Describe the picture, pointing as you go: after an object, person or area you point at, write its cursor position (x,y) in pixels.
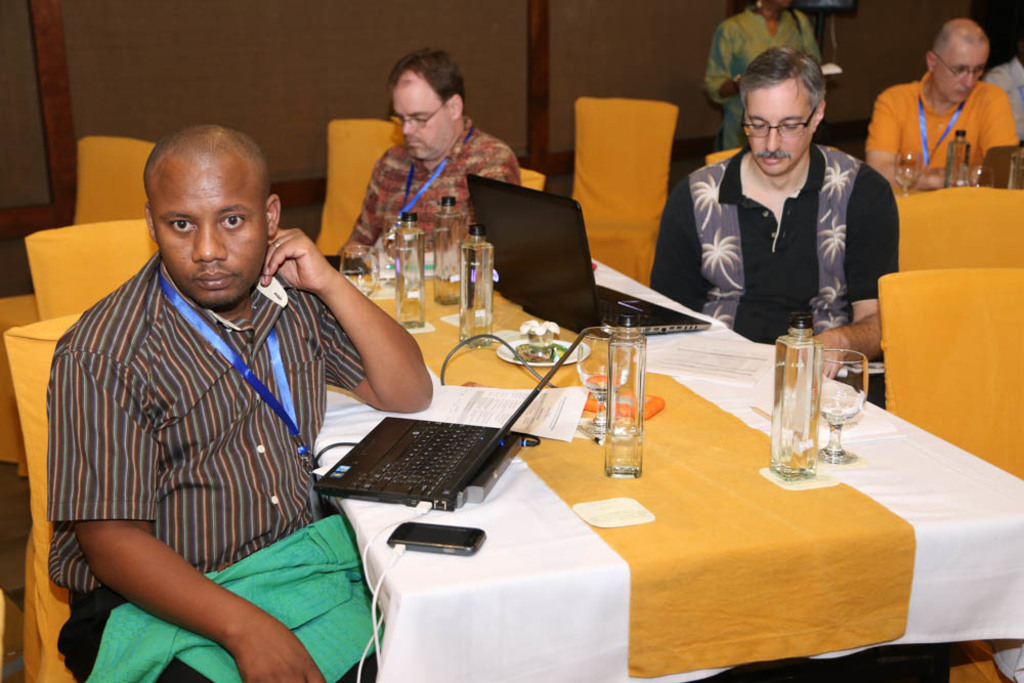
In this picture, we see three men (266,352) are sitting on the chairs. In front of them, we see a table (537,488) on which the glasses (864,367), water bottles (625,338), laptops (489,432), plate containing food (554,344) and a mobile phone (424,534) are placed. Behind them, we see the empty chairs (619,182). On the right side (956,21), we see a man (916,104) in the orange T-shirt (929,114) is sitting on the chair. In front of him, we see a table (988,180) on which a glass (974,177) and the water bottles (959,168) are placed. In the background (537,29), we see a woman (719,26) is standing and behind her, we see a wall (226,104).
